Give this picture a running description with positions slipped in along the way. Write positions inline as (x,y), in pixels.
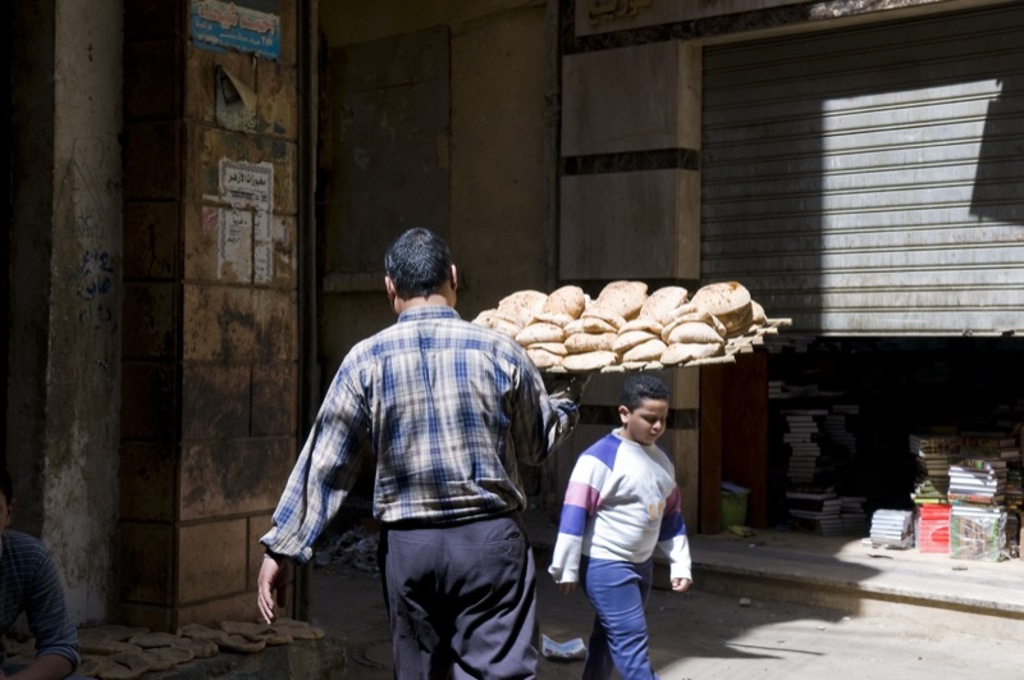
In this image I can see the ground (860,652), a person (519,586) holding a tray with food items (661,355) on it and a child (616,495) standing on the ground (843,655). In the background (449,83) I can see a building (467,93), a poster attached to the building (381,156), a rolling shutter (889,141) and few other objects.
